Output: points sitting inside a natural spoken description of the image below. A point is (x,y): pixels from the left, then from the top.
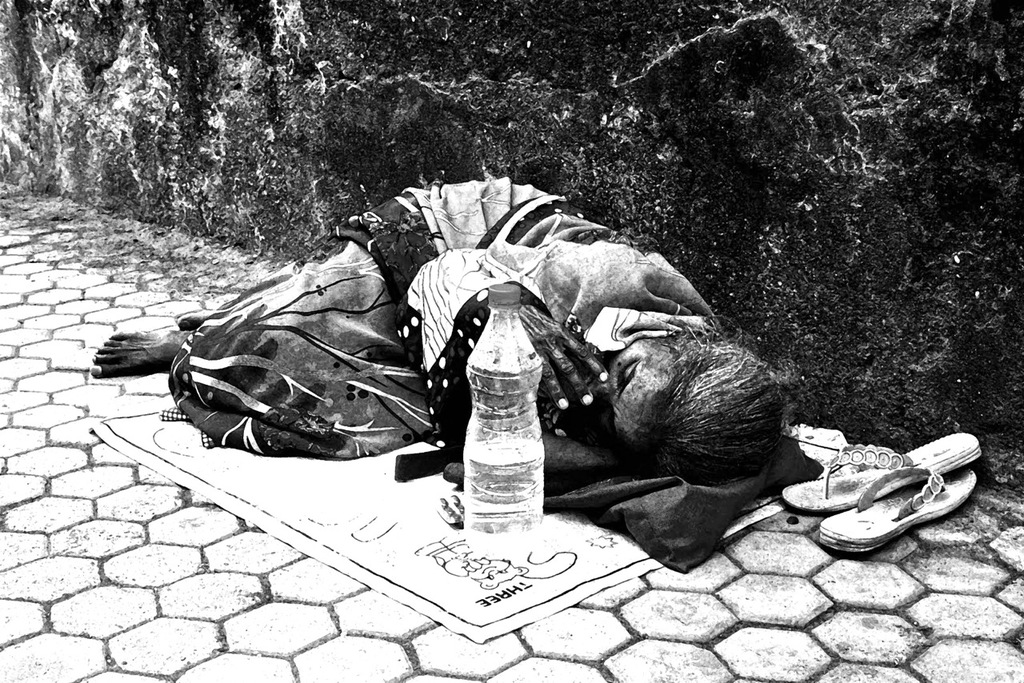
In the center (420,247) we can see one woman (540,393) lying on the floor (922,571). In front (493,476) there is a water bottle (480,463) and paper (483,595), on the right we can see slipper (929,496). In the background (493,118) there is a wall (346,139).
